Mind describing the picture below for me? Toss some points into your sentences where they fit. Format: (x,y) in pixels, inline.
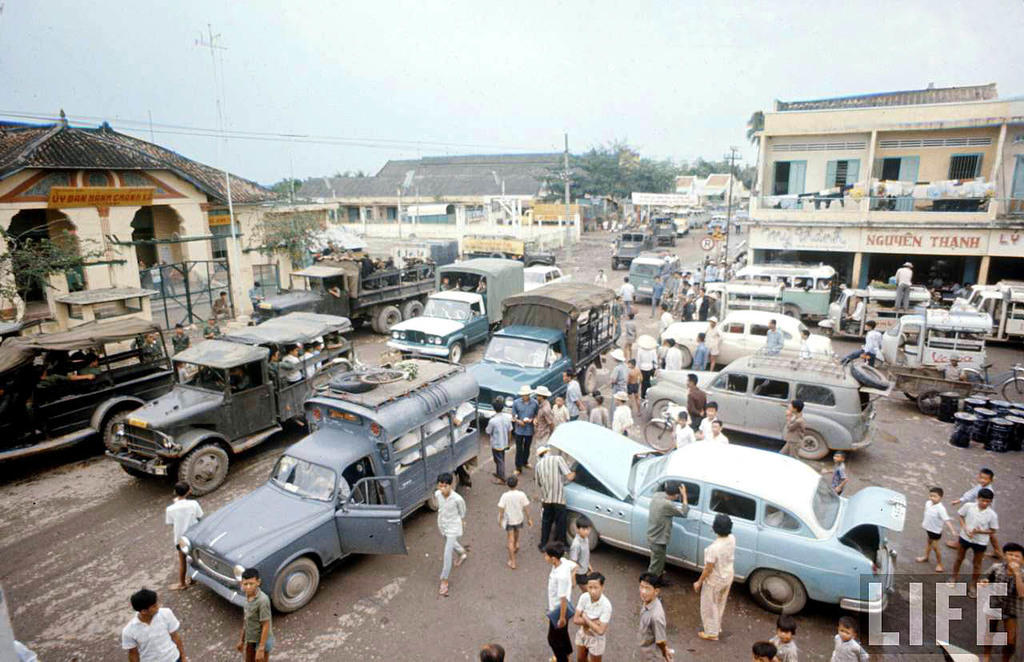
In the center of the image (520,298) we can see vehicles (459,444) on the road (432,531) and there are many people (539,434) standing and walking. In the background (195,199) there are sheds (413,186), trees (581,163), poles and sky (482,78).
